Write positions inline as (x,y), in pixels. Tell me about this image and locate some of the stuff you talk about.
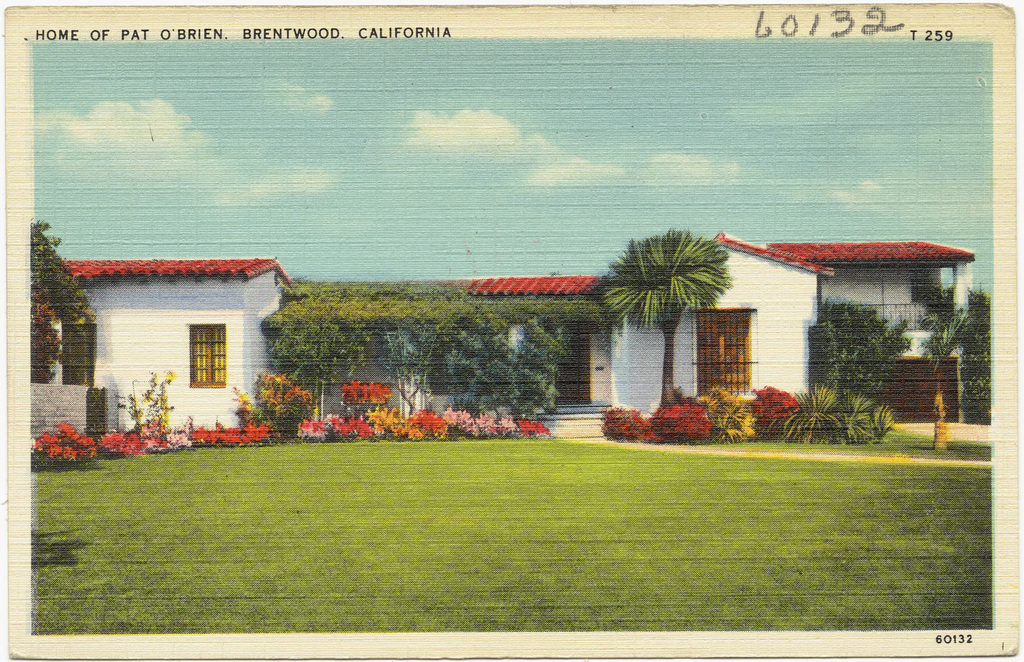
In this picture we can see a house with trees (291,377) and we can see sky (675,119) in the background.
